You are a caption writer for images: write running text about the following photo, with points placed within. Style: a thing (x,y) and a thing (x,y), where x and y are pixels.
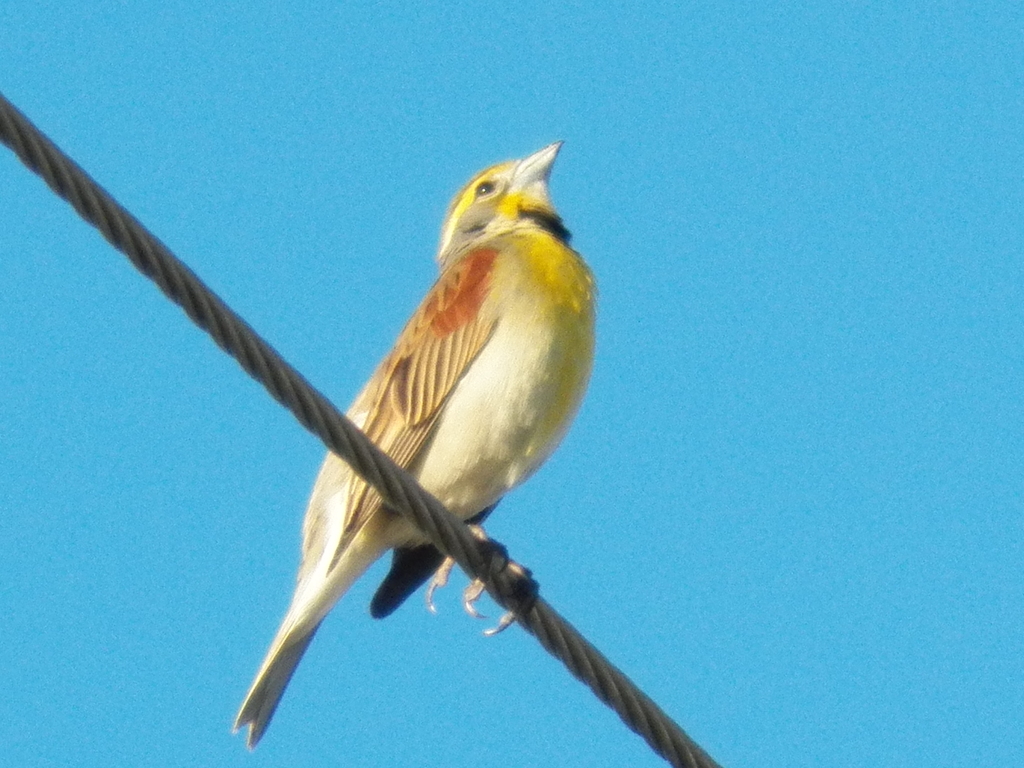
In this image we can see a bird (447,313) on a rope (232,325). Behind the bird (536,364) we can see the sky (621,388).
